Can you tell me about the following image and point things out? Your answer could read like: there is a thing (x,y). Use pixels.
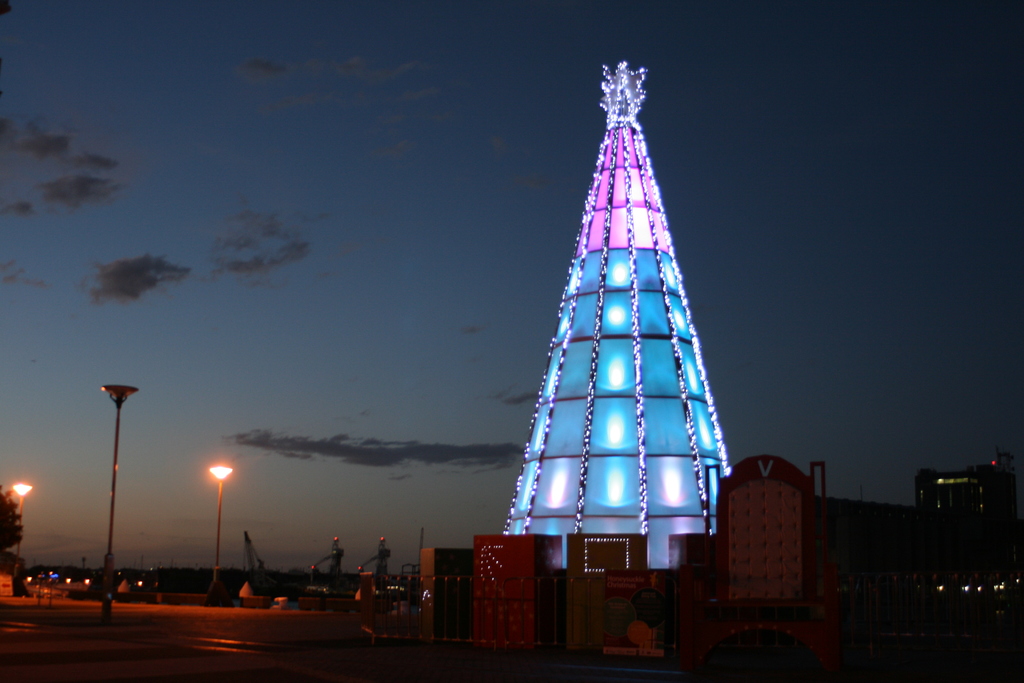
This image is clicked on the road (384,647). To the right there is a building (613,359). There are lights (612,483) to the building (626,358). To the left (218,521) there are street light poles (112,493) and trees (1,522) on the road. In the background (409,565) there are buildings (978,474). At the top (295,173) there is the sky (229,230).
